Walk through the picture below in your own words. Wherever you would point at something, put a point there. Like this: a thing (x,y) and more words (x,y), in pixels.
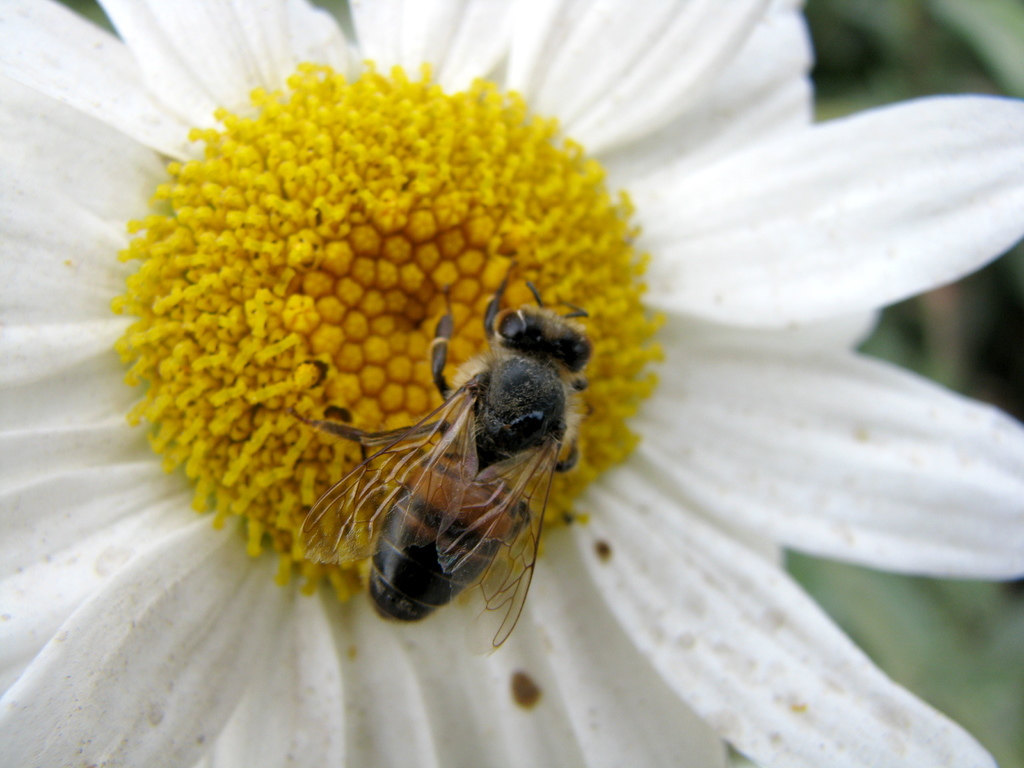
In this picture I can see there is a bee (512,427) sitting on the flower (460,700) and the flower (184,654) has white petals (461,712). The bee (492,517) has a head (557,320), wings (522,455), body (503,458) and the backdrop is blurred.
